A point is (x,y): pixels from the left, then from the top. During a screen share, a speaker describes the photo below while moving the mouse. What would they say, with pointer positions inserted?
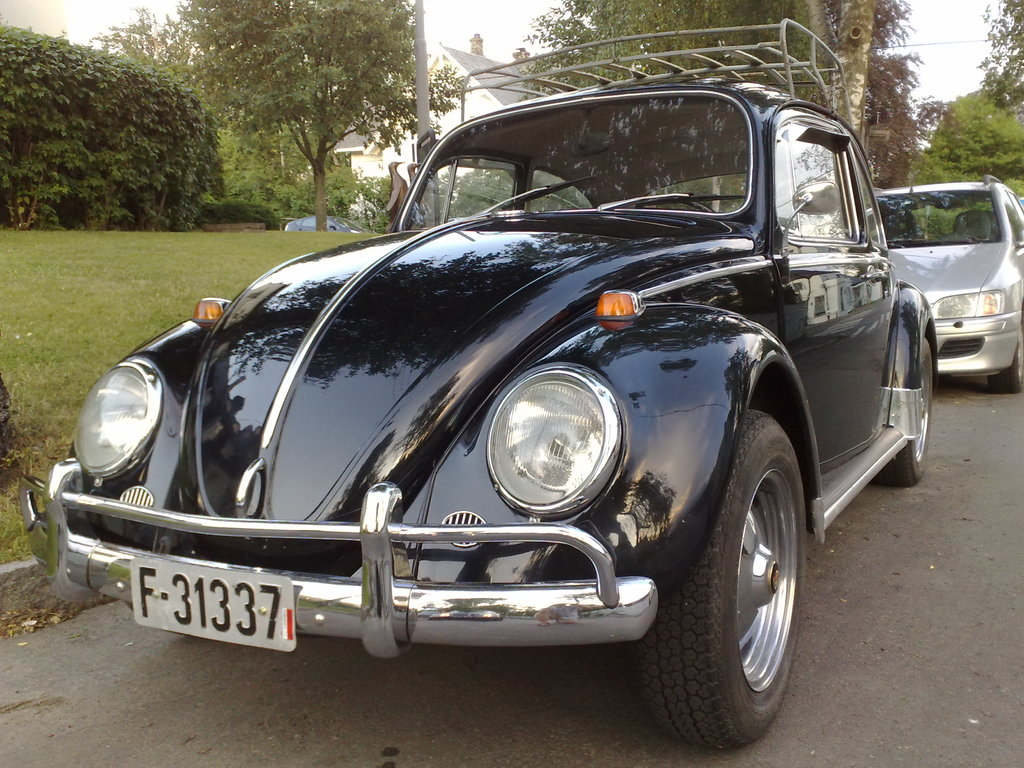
In this picture we can see cars (459,397) on the road (926,451), grass (115,248), trees (231,99), building (471,99) and some objects (391,224) and in the background (513,30) we can see the sky (497,23).
